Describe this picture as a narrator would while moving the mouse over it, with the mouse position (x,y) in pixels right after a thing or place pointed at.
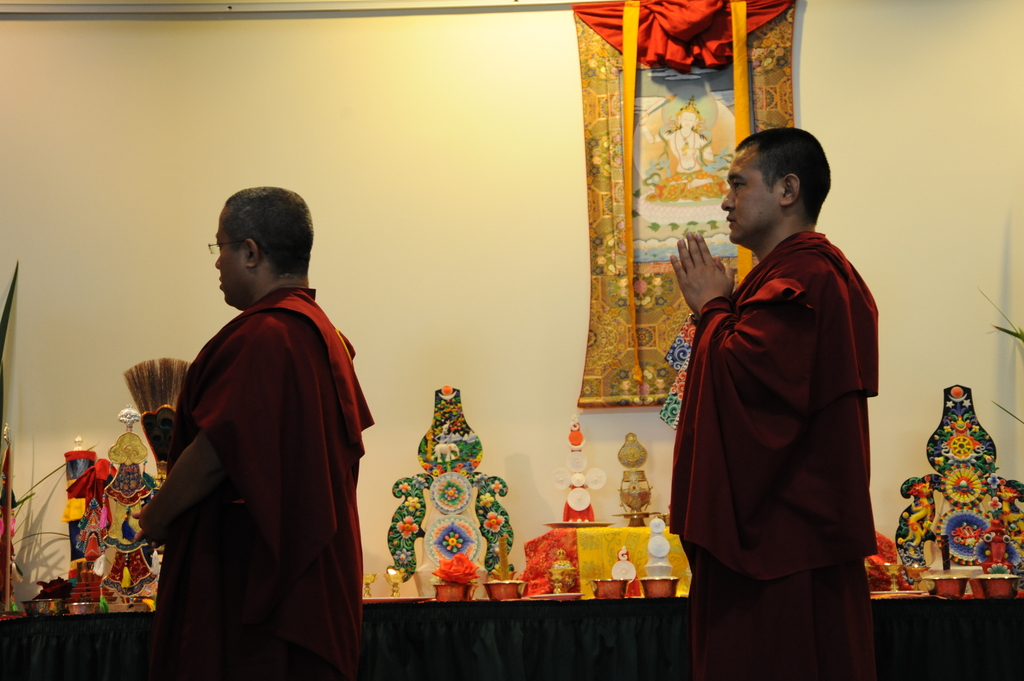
This image is taken indoors. In the background (446,177) there is a wall (235,188) and there is a chart (647,126) with a painting (691,125) on it and there is a cloth (677,54) which is red in color. At the bottom of the image (526,637) there is a table (544,635) with a tablecloth (545,635) and there are many offerings (460,542) on the table (536,652). In the middle of the image (344,392) two men (699,538) are standing.
